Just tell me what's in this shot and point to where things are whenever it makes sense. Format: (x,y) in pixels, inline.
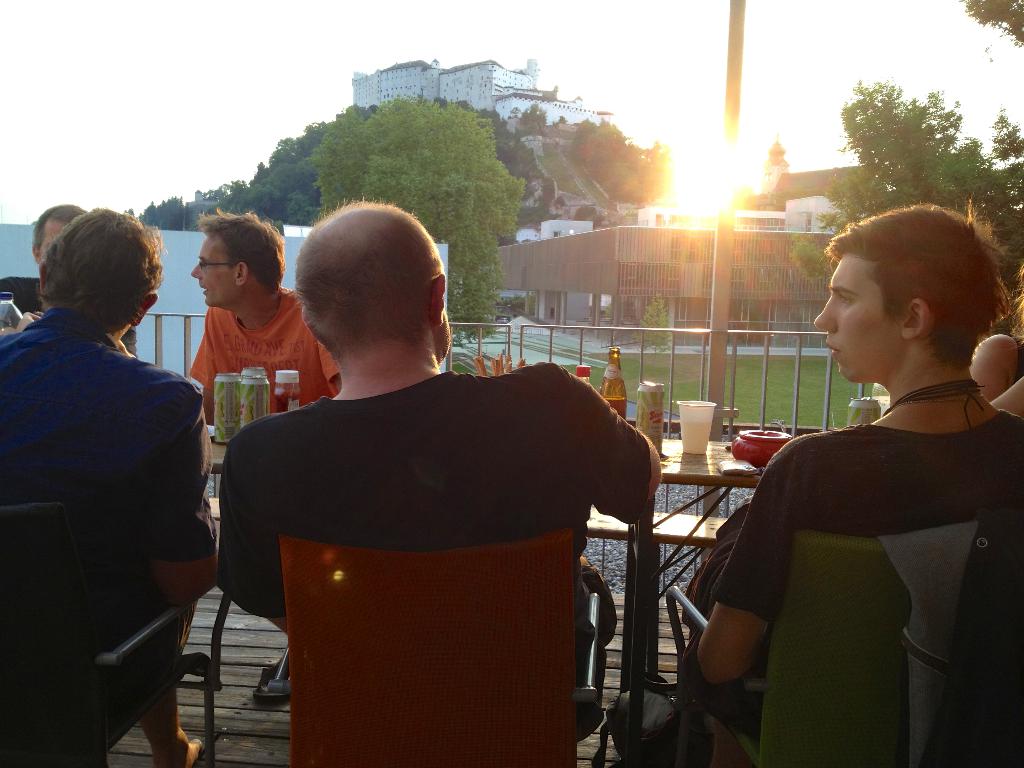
In the picture we can see these people (480,496) are sitting on the chairs (883,554) near the table (703,474) where bottles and glasses (685,451) are kept. In the background (729,433), we can see the fence (729,433), grass (683,393), buildings (626,310), trees (1009,255), sun (689,185) and the sky (1016,77) in the background (437,173).
